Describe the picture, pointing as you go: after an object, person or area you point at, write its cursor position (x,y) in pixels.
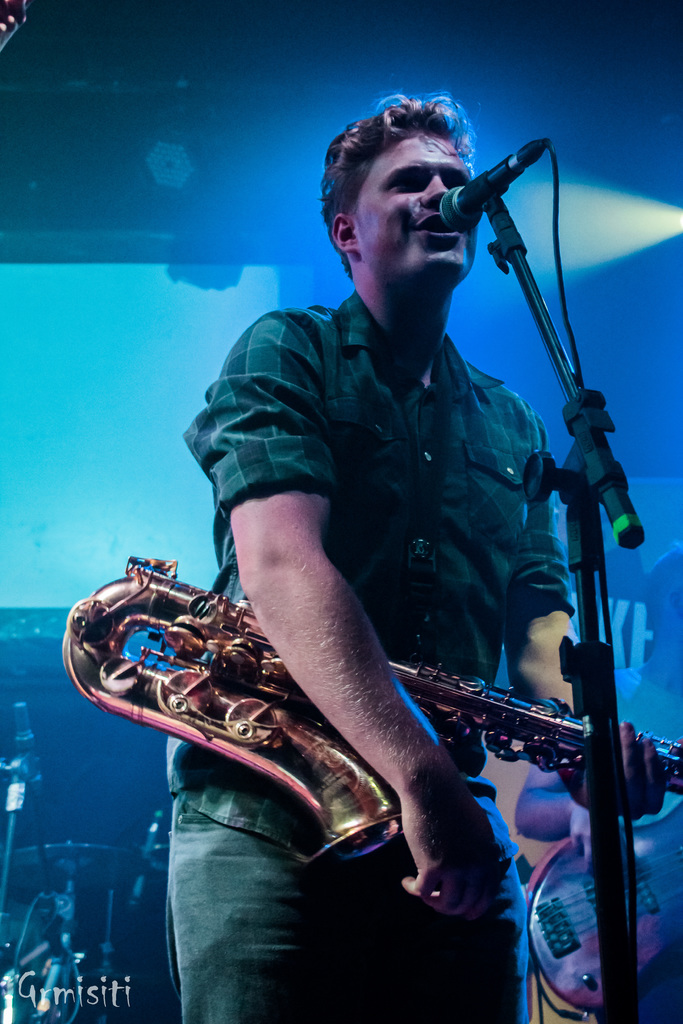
In this picture I can see a man (488,634) is standing and singing in the microphone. He wore shirt (506,471), trouser (246,1004) and also holding a saxophone (454,727) in his hands (447,818). At the bottom (66,984) there is the watermark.
